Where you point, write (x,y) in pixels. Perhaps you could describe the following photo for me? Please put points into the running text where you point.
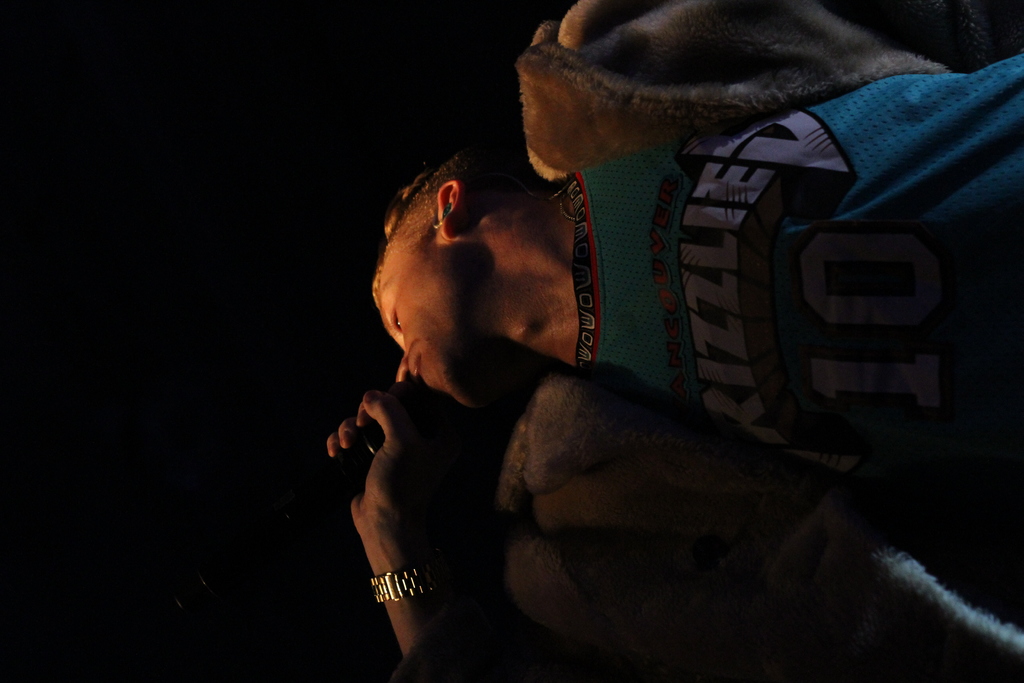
In this picture I can see a man (638,403) is holding a microphone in the hand (407,532). The man (421,557) is wearing a watch (411,580). The background of the image (227,289) is dark.
